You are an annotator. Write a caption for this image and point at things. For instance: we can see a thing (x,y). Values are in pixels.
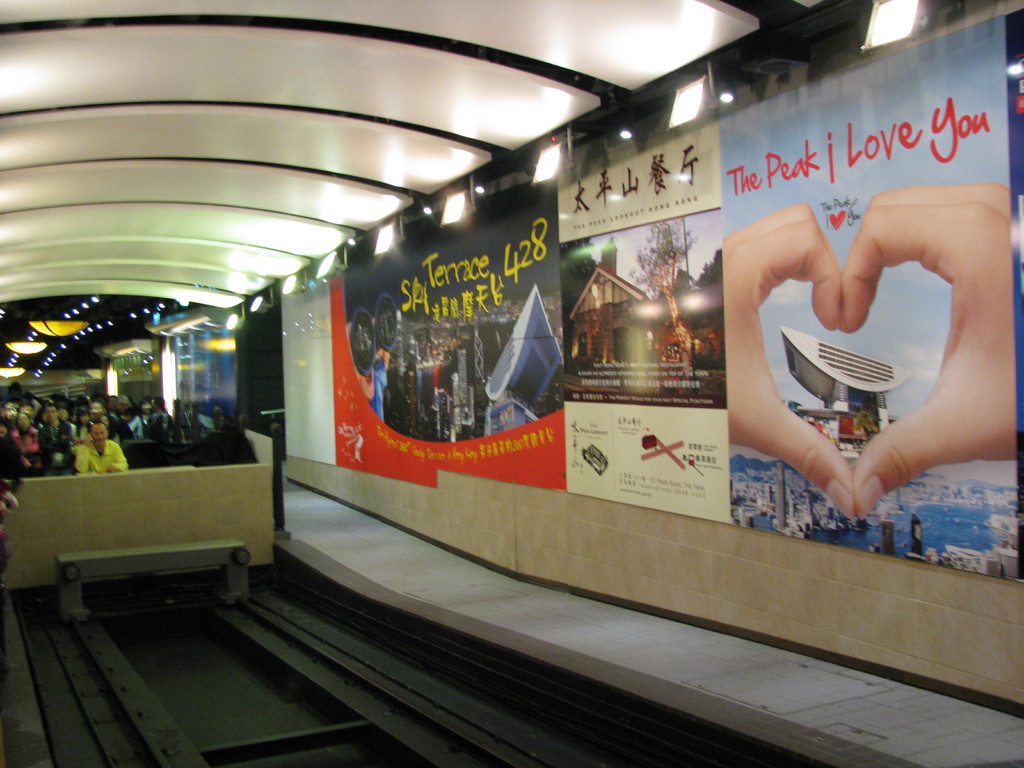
On the left side of the picture (19,456), we see people (23,442) standing behind the wall (165,527). The man (110,471) in yellow T-shirt (109,459) is leaning on the wall (121,487). On the right side (732,445), we see a wall (477,495) on which many posters (526,244) are pasted. We see some text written on the posters (494,258). On top of the picture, we see lights (31,343). At the bottom of the picture (282,621), we see the tracks (276,657).
